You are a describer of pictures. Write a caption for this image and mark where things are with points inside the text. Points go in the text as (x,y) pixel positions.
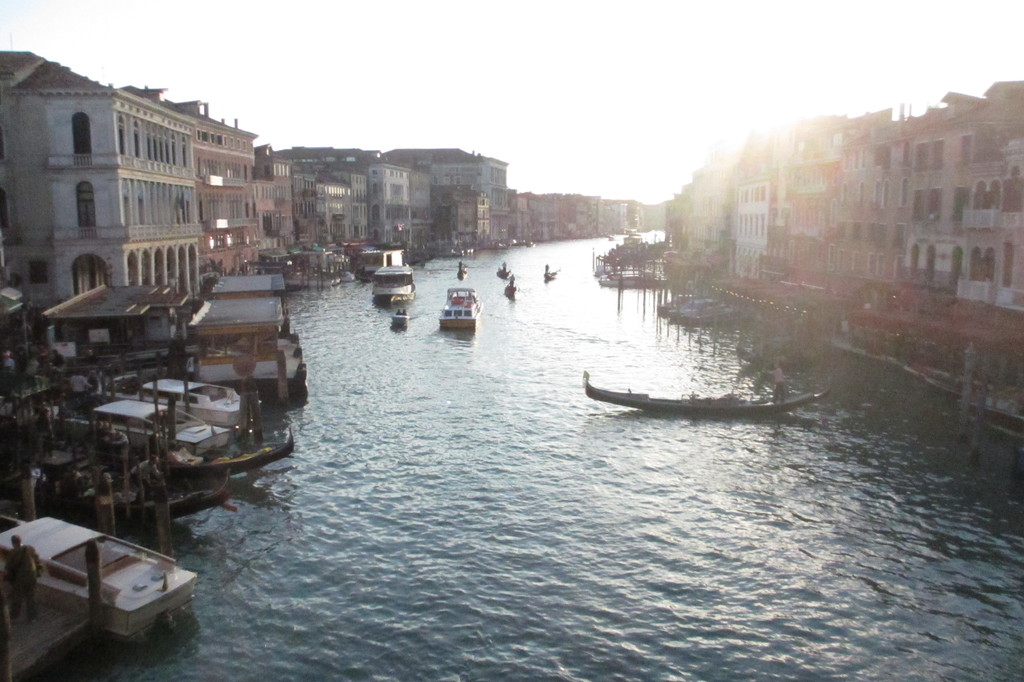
In this image, we can see a river (567,457) in between buildings (485,167). There are some boats (477,311) floating on the water (662,345). There is a sky (511,98) at the top of the image (520,48).
